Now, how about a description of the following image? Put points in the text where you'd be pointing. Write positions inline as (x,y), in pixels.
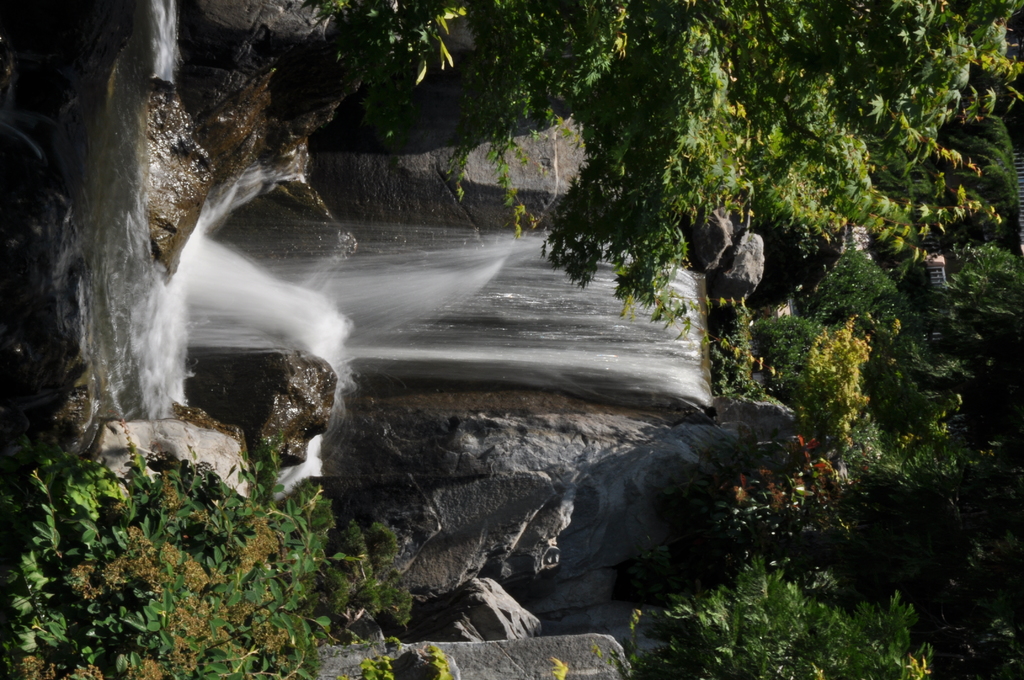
On the right (763,456) there are trees (968,447). At the bottom (436,629) there are rocks (507,645) and plants (126,532). In the center of the picture (537,301) there is a waterfall (430,276). At the top (626,35) there are trees (607,69). On the left (72,247) there is a water body (87,348).
